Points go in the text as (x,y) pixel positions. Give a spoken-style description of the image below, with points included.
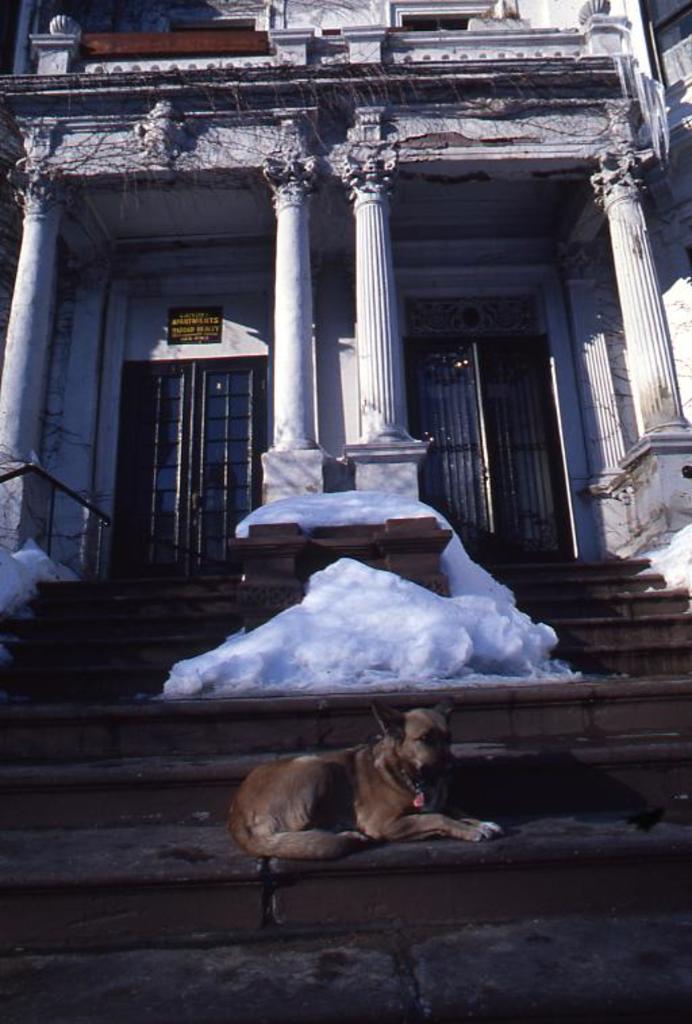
In this picture, we can see a building (227,119) with doors (445,417), poster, pillars (30,381), stairs (667,883), and we can see some objects (371,623) on the stair (525,569), we can see a dog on the stair (500,755).
